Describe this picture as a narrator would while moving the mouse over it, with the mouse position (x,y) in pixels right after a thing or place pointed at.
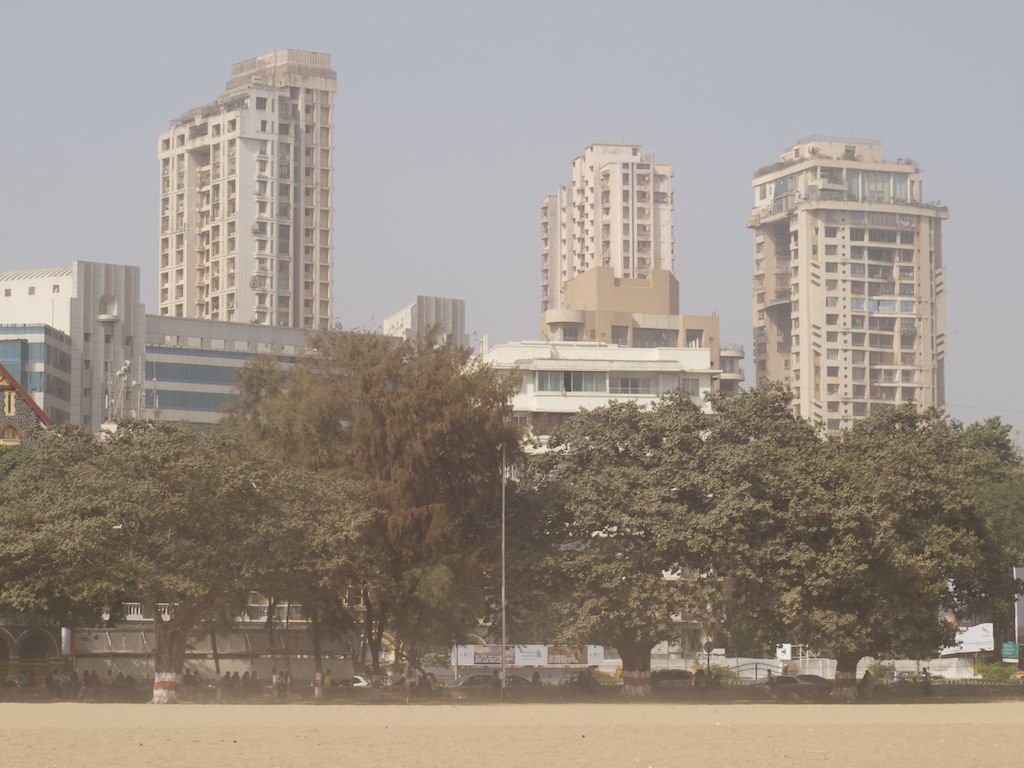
In this image we can see some people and there are some vehicles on the road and we can see some trees (318,436). There are some buildings (295,335) in the background (567,215) and at the top (454,93) we can see the sky (457,83).
